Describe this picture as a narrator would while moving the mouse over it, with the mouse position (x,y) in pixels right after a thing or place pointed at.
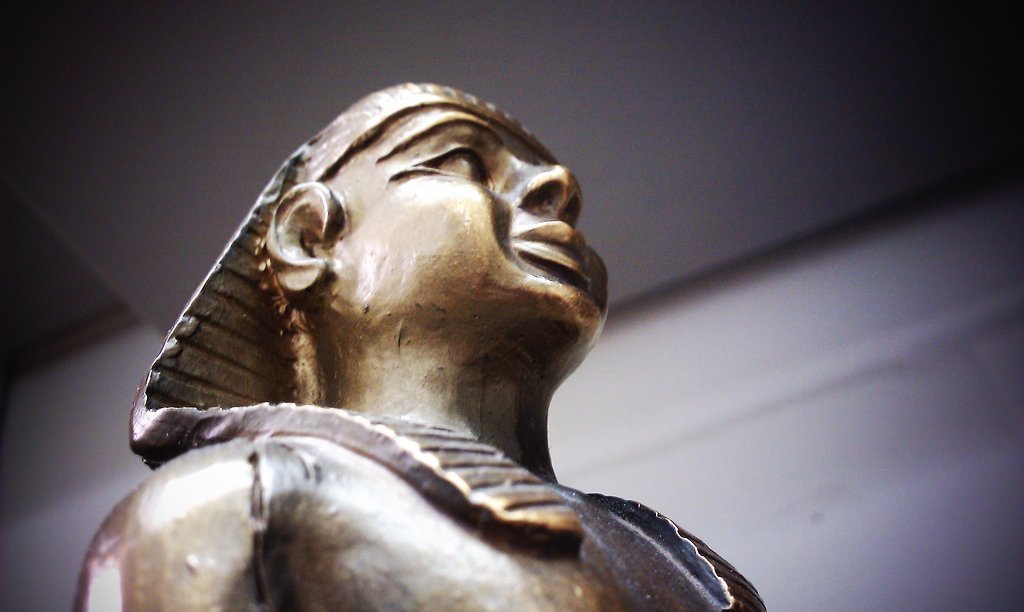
In the picture I can see a statue (441,533) of a man (399,406). The background of the image (685,445) is blurred.
